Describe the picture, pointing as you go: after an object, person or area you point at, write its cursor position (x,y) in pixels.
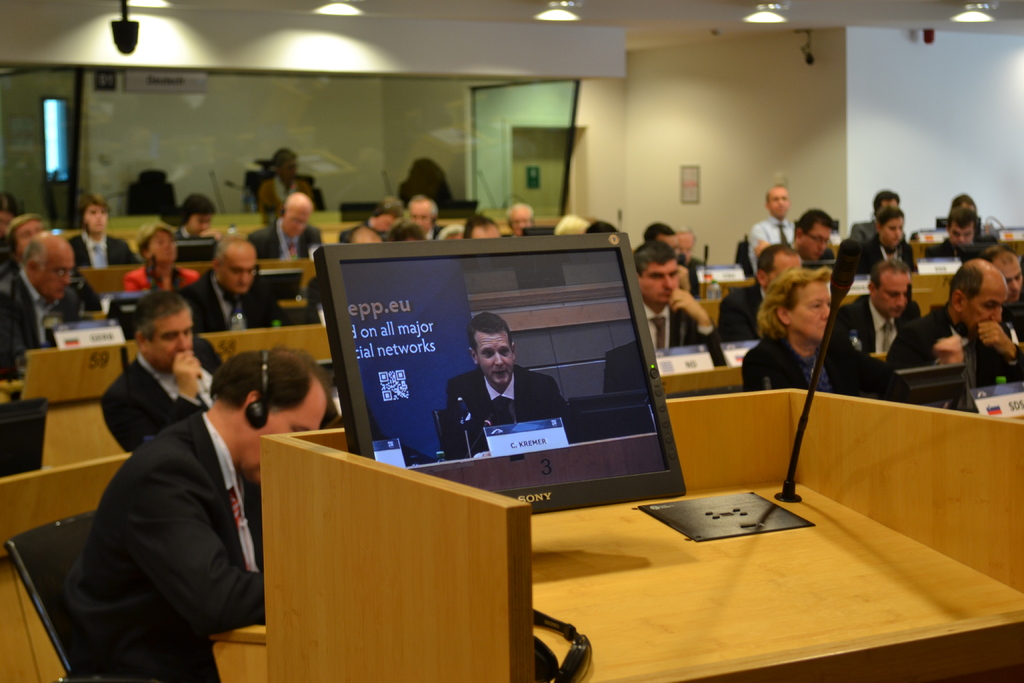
In this picture there are people (170,256) sitting and we can see boards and microphones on tables (270,336) and monitor (610,423), microphone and objects (541,676) on podium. In the background of the image (716,136) we can see wall (774,120), lights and glass (348,103), through glass (331,108) we can see a person (407,182) and board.
